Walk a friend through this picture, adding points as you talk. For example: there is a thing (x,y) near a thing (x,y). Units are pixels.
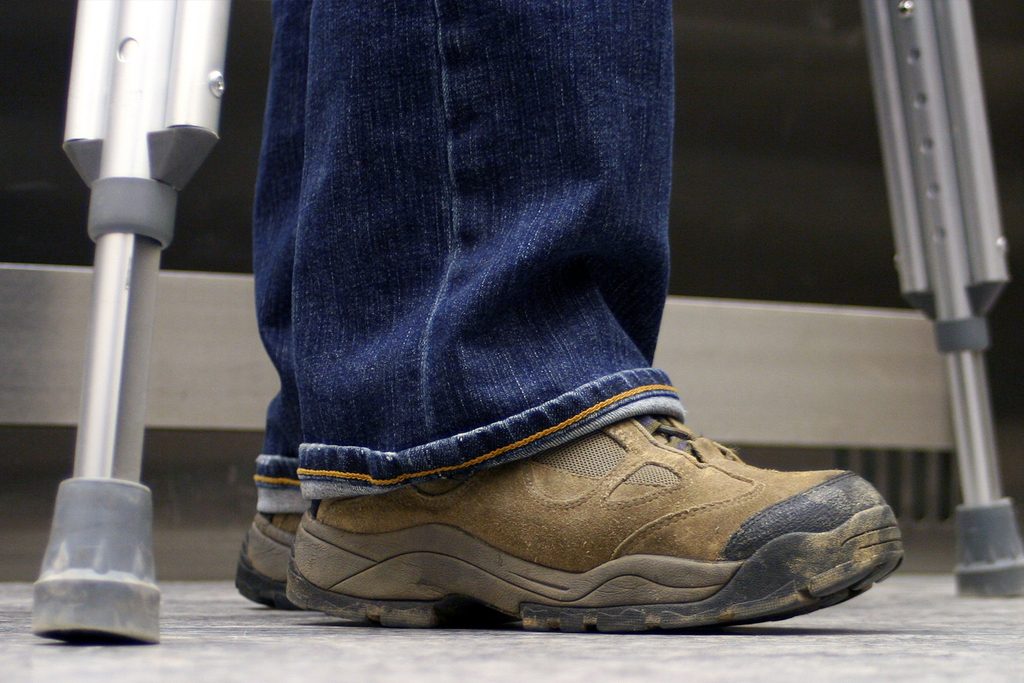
In this image we can see the legs (558,293) of a person (534,372). In the background (906,569), we can see stands (140,121) and the wall (765,297).
